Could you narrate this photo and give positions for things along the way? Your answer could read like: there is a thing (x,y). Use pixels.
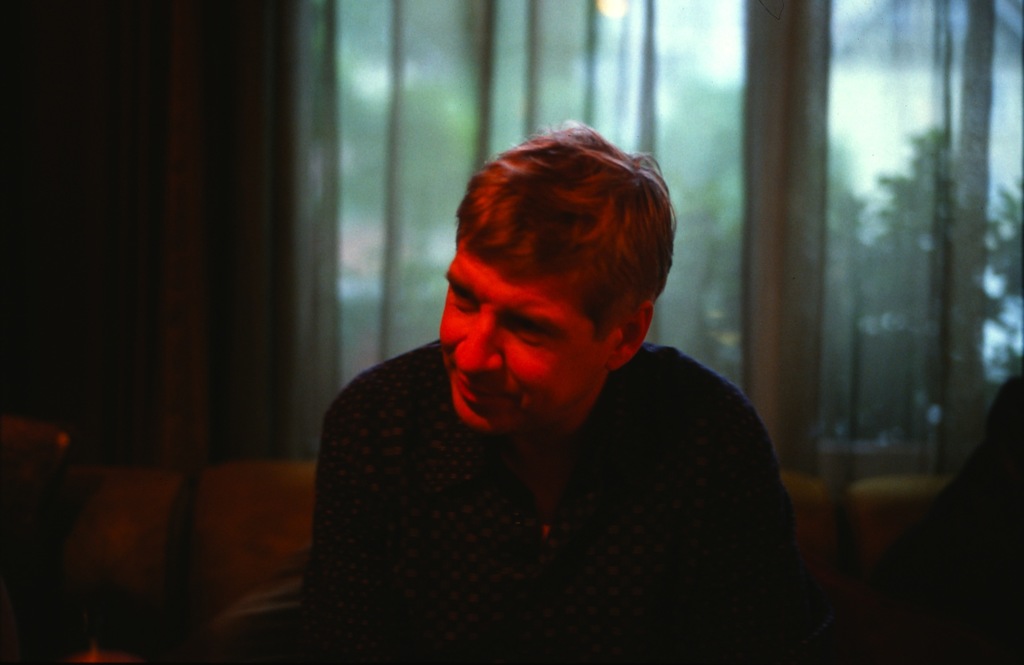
In the image we can see a person (561,526) wearing clothes (533,515) and the person (462,409) is smiling. Behind the person (640,177) there is a window (665,107) and these are the curtains (291,227) of the window (345,236), out of the window (877,226) we can see a tree (899,250).
